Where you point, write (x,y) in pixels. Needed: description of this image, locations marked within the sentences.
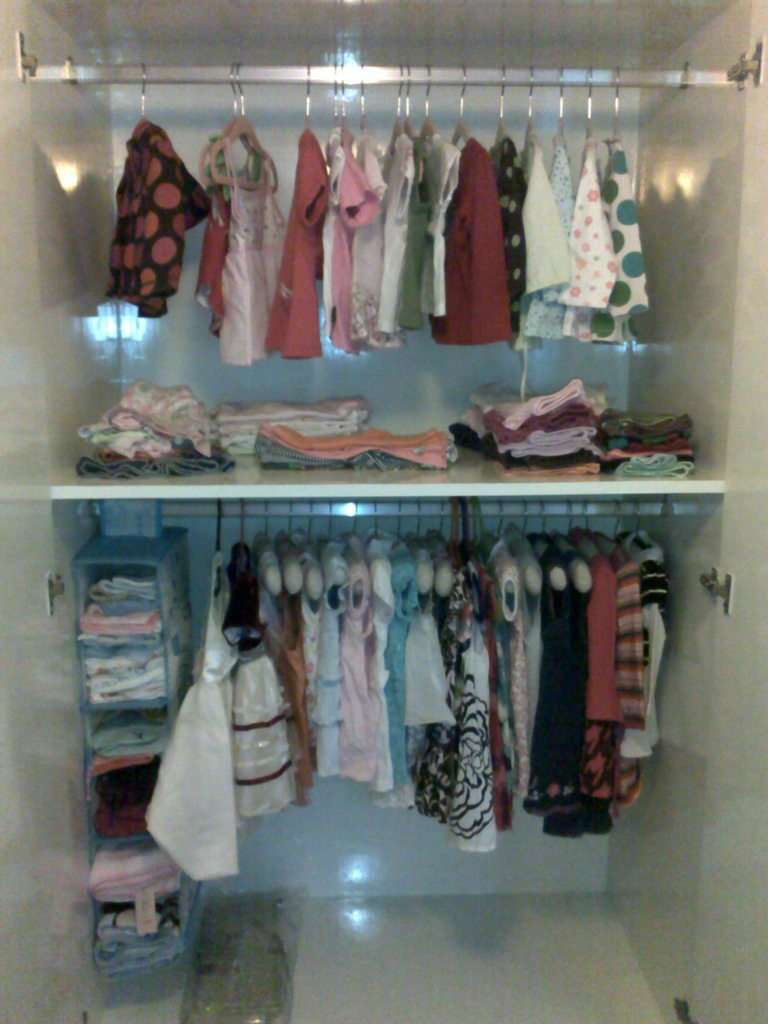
In this picture, we see many clothes (355,309) are hanged to the hangers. We even see clothes (190,424) placed in the rack (543,486). This might be a cupboard (253,472). This picture might be clicked in the room (421,326).
